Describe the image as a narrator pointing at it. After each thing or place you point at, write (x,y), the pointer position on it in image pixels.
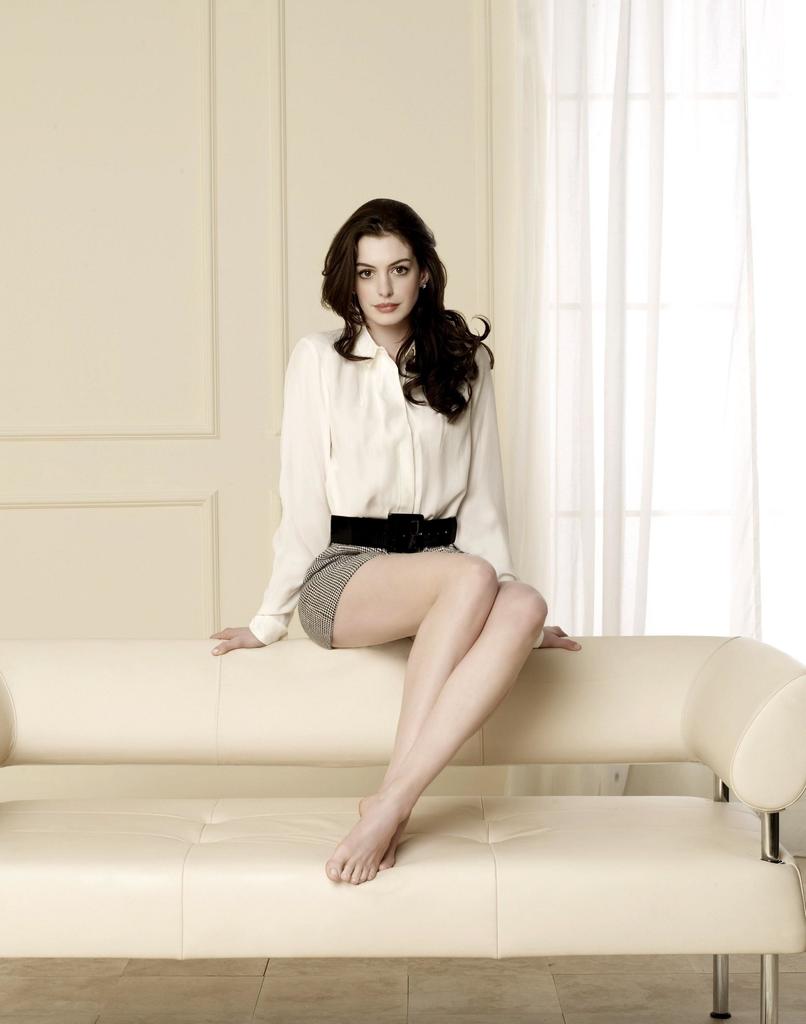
In this picture, we can see a lady (472,701) sitting on a sofa (460,836), we can see the ground (341,996), the wall (506,263) with curtain (598,184).
